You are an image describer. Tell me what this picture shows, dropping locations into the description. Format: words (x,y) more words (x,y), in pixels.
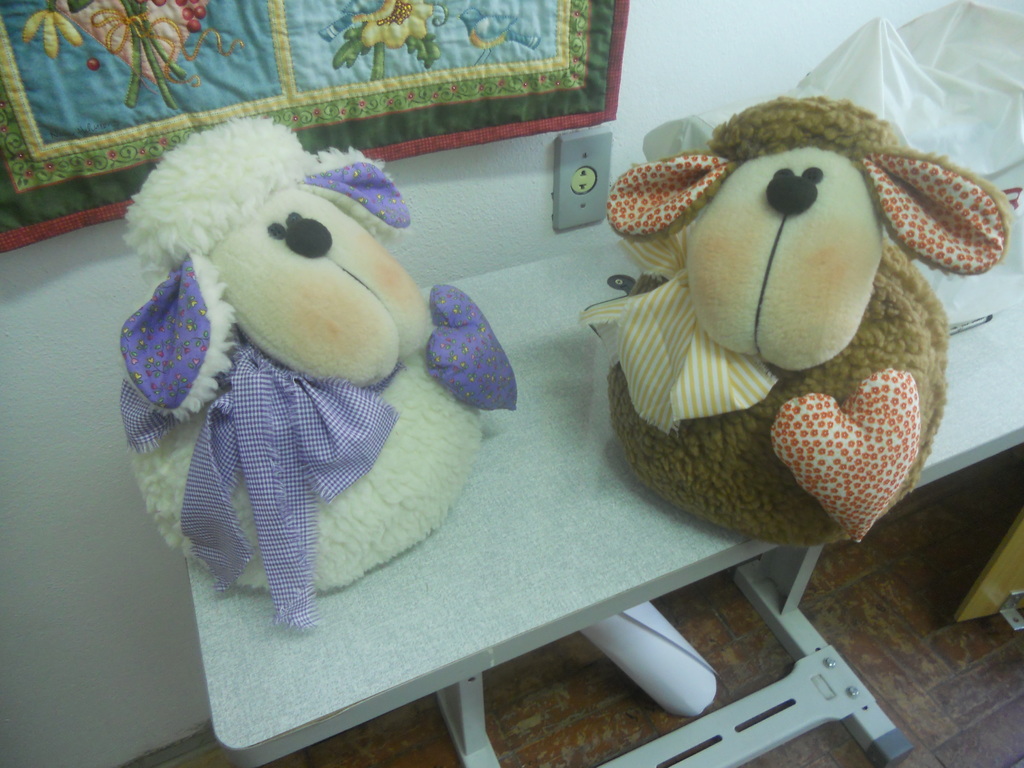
In the image we can see two toys (323,474), kept on the table (580,524). Here we can see a wooden floor (945,683), switchboard (568,204) and a decorative cloth (564,94).
